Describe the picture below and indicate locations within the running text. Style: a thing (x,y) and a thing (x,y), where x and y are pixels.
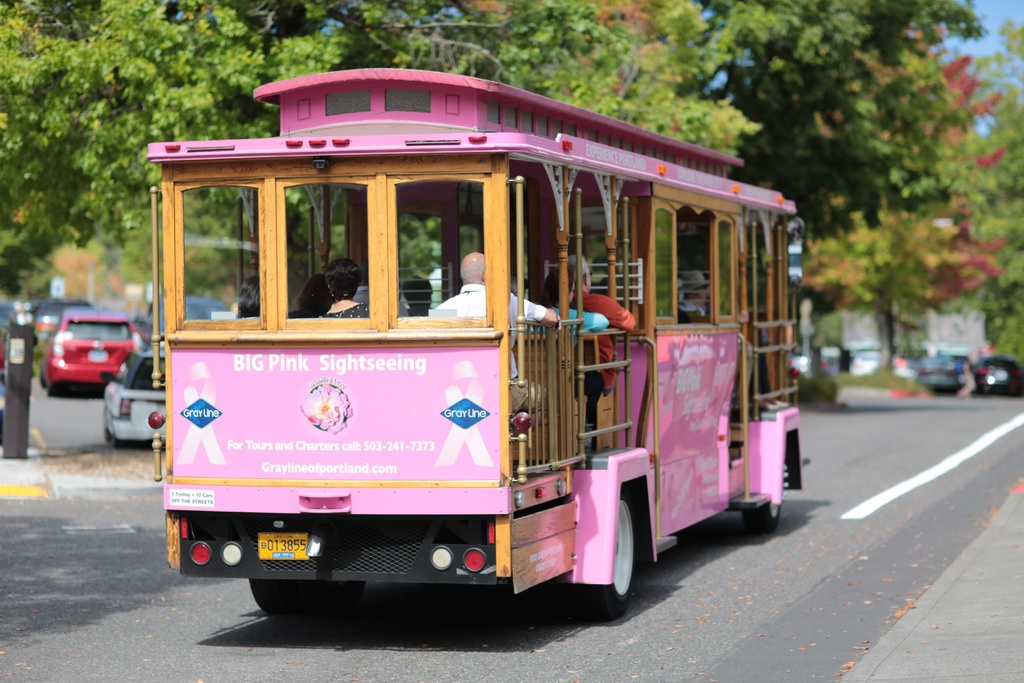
This is an outside view. In the middle of the image (504,255) there is a bus (541,441) on the road (739,607). Inside the bus (489,338) few people (526,308) are sitting facing towards the front side (348,287). On the right (946,395) and left side of the image (99,349) there are many cars (132,380) on the road (818,599). In the background (840,164) there are many trees (711,109). At the top of the image (989,30) I can see the sky (1005,24).
